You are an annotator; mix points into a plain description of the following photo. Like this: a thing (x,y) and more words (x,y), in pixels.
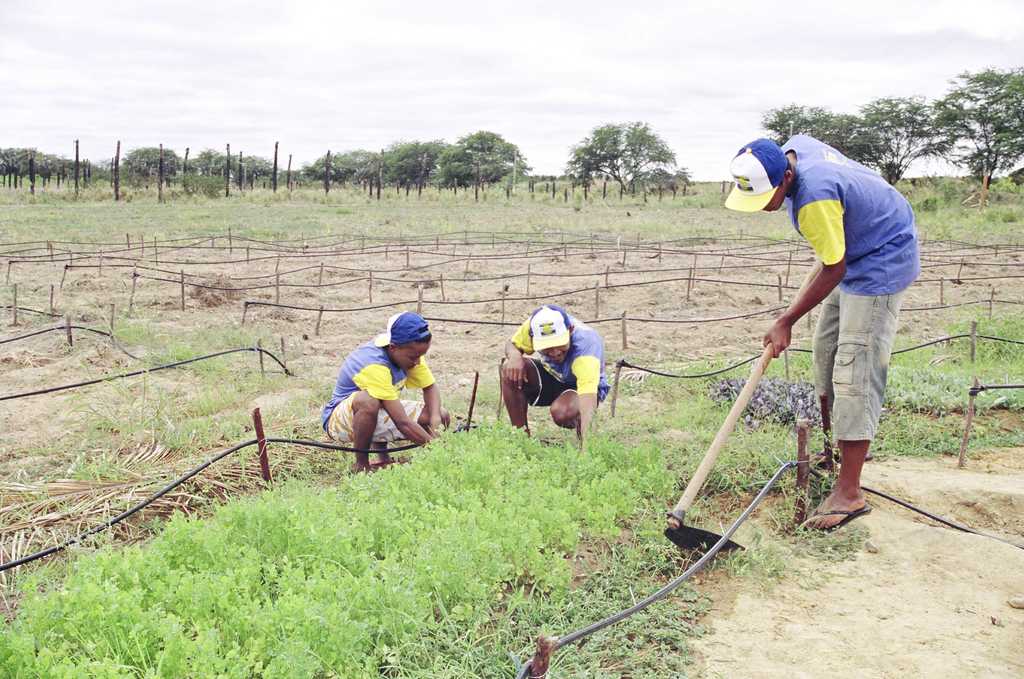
In this image we can see three persons (816,292), one of them is holding an object (699,529), there are sticks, pipes (616,360), there are plants (334,542), grass (205,327), trees (335,170), also we can see the poles (119,175), and the sky (587,114).
